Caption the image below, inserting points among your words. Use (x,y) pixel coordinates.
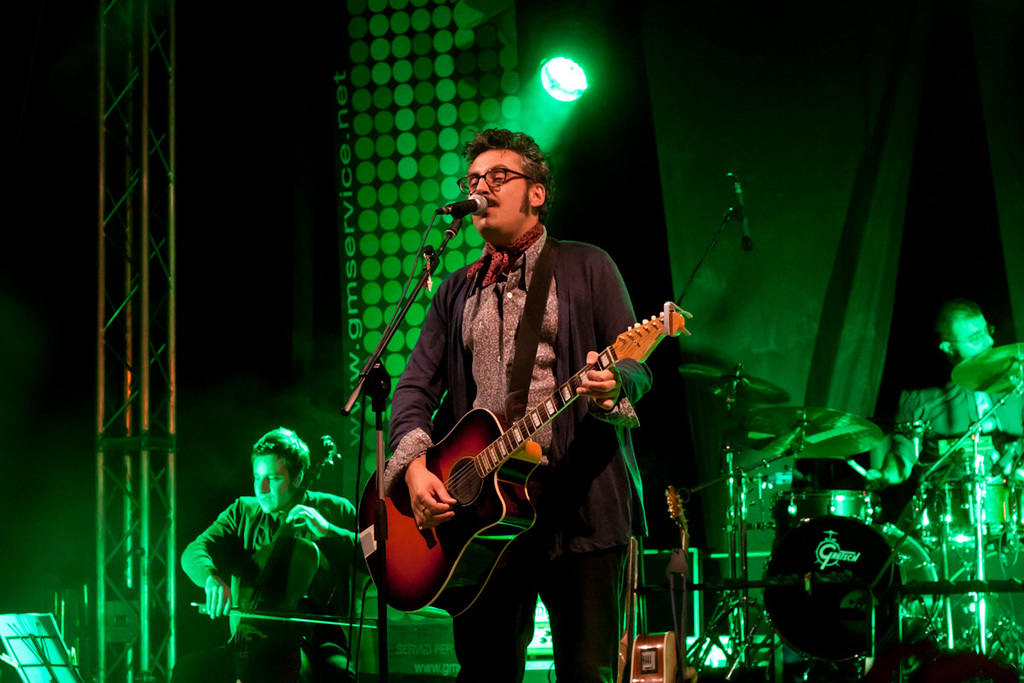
On the stage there are three men (475,369). In the middle (576,310) there is a man (585,291) with black jacket (588,289) is standing and playing guitar (531,450). In front of him there is a mic (481,205) and he is singing. To the right side (970,324) there is a man (973,326) playing drums (991,495). In the left (275,547) there is man (319,532) sitting and playing cello (275,564). On the top (543,87) there is a green light (563,88).
